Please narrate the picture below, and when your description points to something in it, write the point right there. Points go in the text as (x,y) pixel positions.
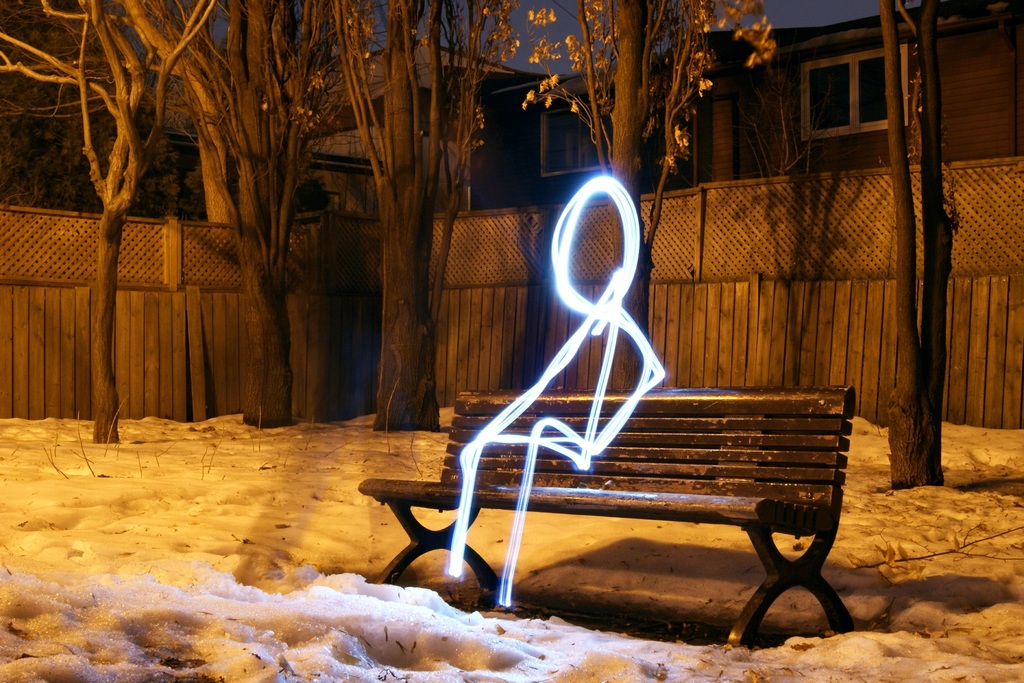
In this image there are buildings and trees (104,293). At the bottom (452,639) there is snow (532,658) and we can see a bench (632,433). There is a depiction of a person (598,428) and there is sky (573,12). We can see a fence (990,324).
